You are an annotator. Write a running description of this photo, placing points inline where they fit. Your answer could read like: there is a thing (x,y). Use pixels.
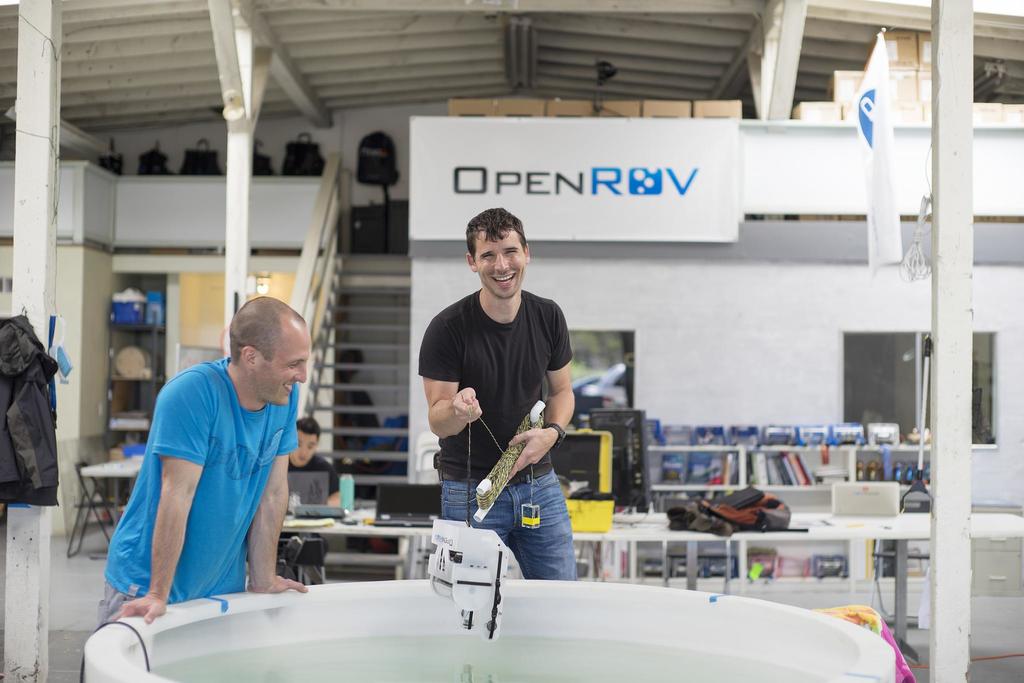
This picture is clicked inside. In the center (535,313) there is a person (488,277) wearing black color t-shirt (503,335), smiling and holding some objects (500,477) and standing on the ground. On the left (267,405) there is another person (231,421) wearing blue color t-shirt (221,450) and standing on the ground (90,624). In the foreground (857,635) there is an object (599,598) containing water (536,649). In the background (834,527) we can see the tables (584,536) on the top of which the laptops (404,499) and many number of items (321,515) are placed and we can see the stairway (336,190), roof (416,40), poles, chairs (86,497) and many number of items (860,436).
